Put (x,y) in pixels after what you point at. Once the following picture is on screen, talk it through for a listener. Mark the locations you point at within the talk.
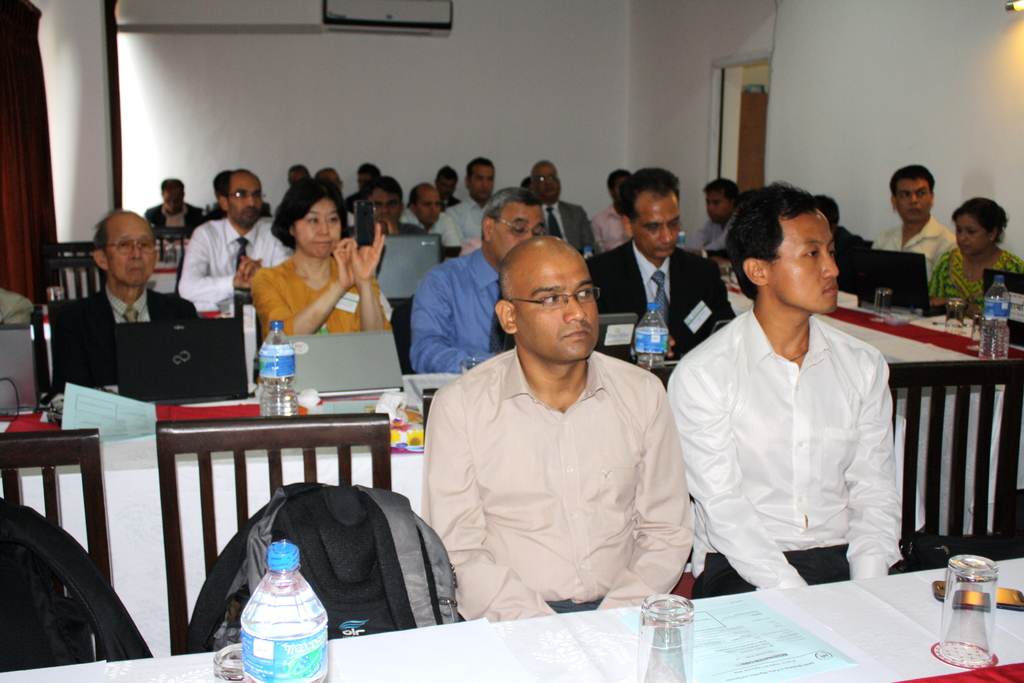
The image is taken in the room (302,273). There are tables (410,463) and chairs (205,439) in the room (409,401) and there are many people (602,439) sitting. On the tables (558,620) there are bottles (327,624), glasses (665,650), papers (800,645) and laptops (878,268). In the background (715,143) there is a door (748,145) and wall (884,70).
